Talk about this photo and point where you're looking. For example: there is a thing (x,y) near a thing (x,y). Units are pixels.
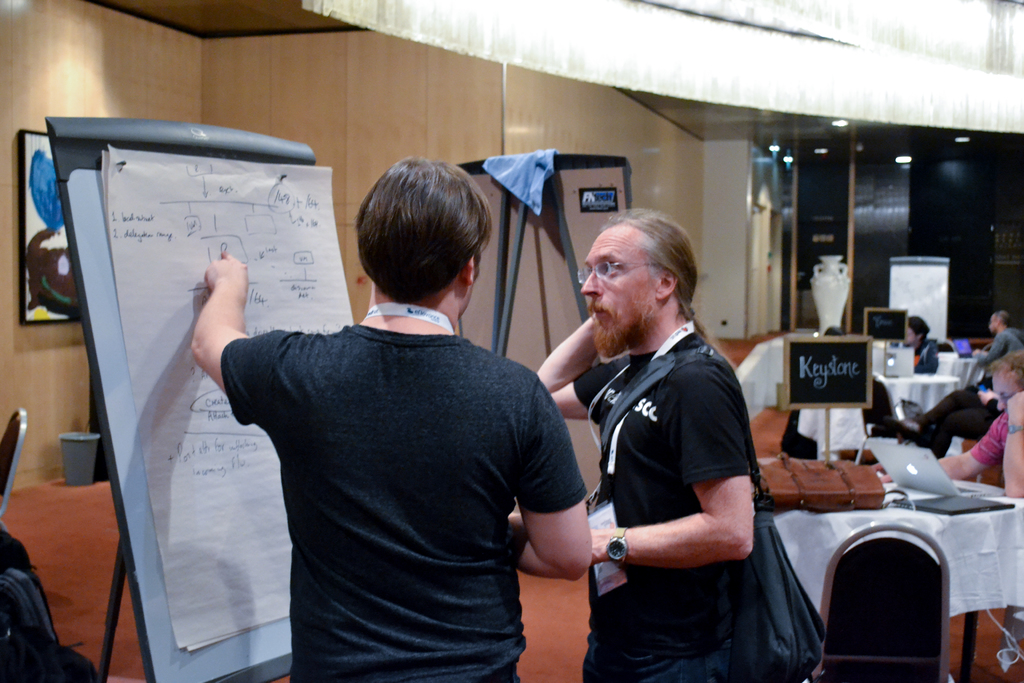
In this picture we can see a person (424,509) kept his hands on a white sheet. There is some text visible on this white sheet (136,348). We can see a cloth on a board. We can see a person (661,335) wearing a spectacle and a bag (739,581) on the right side (755,545). We can see a vase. There are laptops (917,455), bag (823,493) and other objects (816,389) are visible on the tables (942,524). We can see a frame (29,149) on the wall (16,162) and a bin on the path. There are a few lights (960,137) visible in the background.
